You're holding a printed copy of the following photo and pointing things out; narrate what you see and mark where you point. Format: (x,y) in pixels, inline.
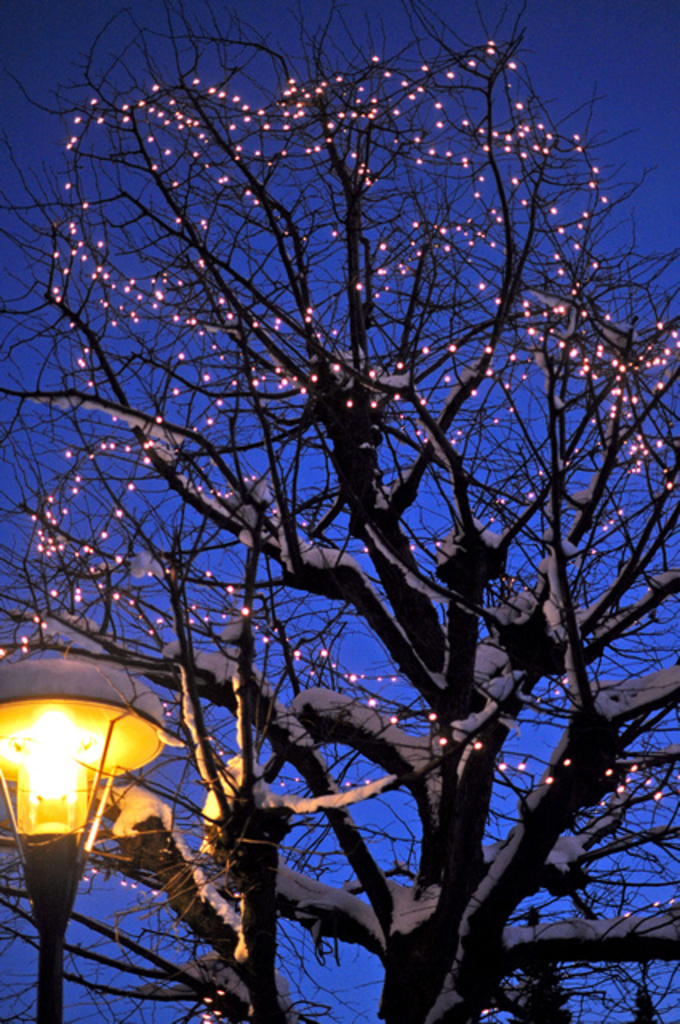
In this picture there is a tree (377,761) and there are lights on the tree (487,912). At the top (396,148) there is sky (502,477). At the bottom left (23,739) there is a street light (43,1022).
